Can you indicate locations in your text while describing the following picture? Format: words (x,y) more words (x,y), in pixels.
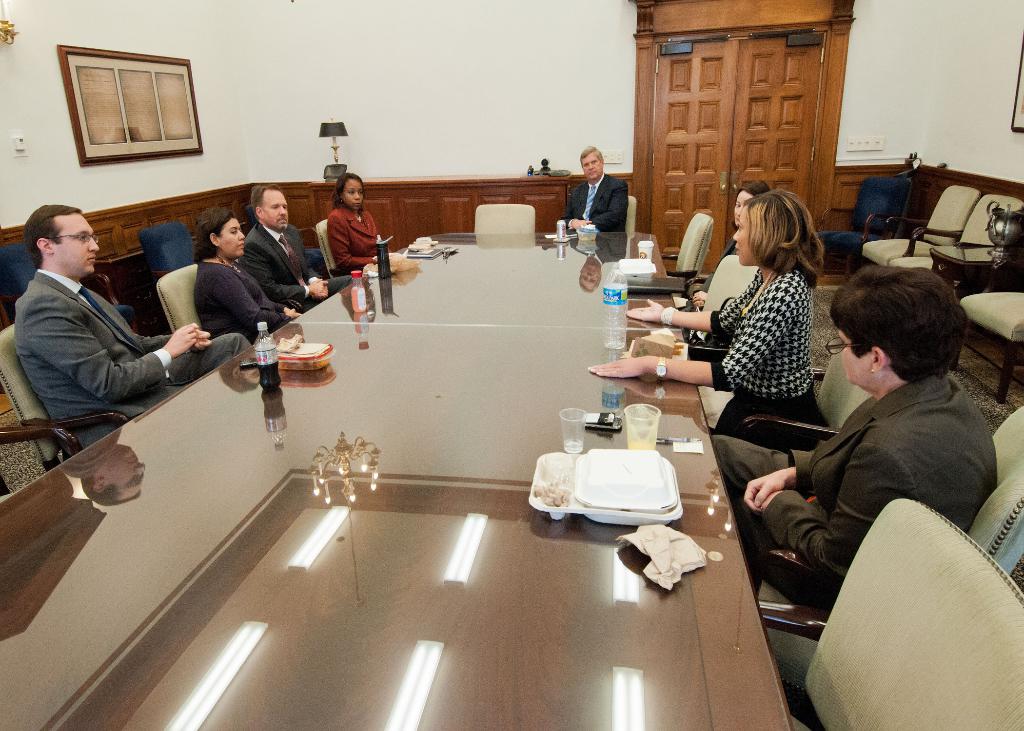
In this picture we can see some persons (816,444) sitting on the chairs (931,722). These are the chairs (963,237). And there is a table (408,417). On the table (317,595) we can see the reflection (328,510) of a light (626,593). And on the table (385,413) there is a bottle (268,389), glass (575,429), and a box (615,494). This is the wall (425,88) and there is a frame (174,118). Here we can see a lamp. And this is the door (775,110).
